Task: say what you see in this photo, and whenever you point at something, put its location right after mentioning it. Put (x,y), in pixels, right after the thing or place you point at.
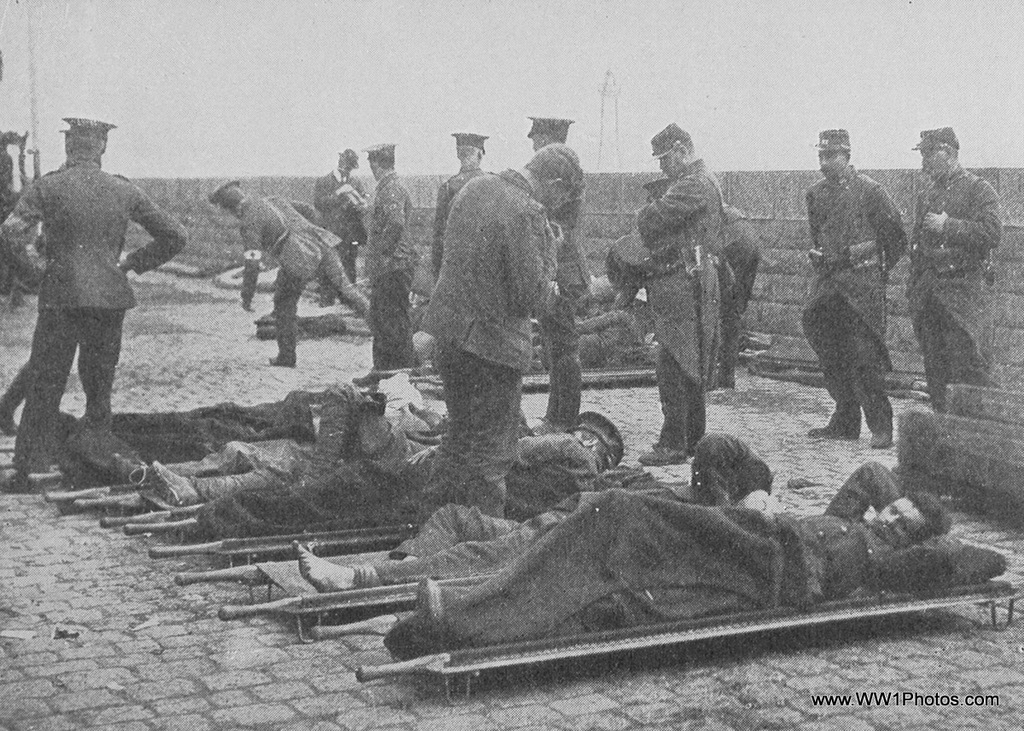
In this image I can see there are few persons (759,523) lying on bed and some persons (58,211) standing on floor (363,363), in the middle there is the wall (895,359), at the top (560,99) there is the sky (219,99) visible, this is an old picture, in the bottom right (847,707) I can see text (932,699).
